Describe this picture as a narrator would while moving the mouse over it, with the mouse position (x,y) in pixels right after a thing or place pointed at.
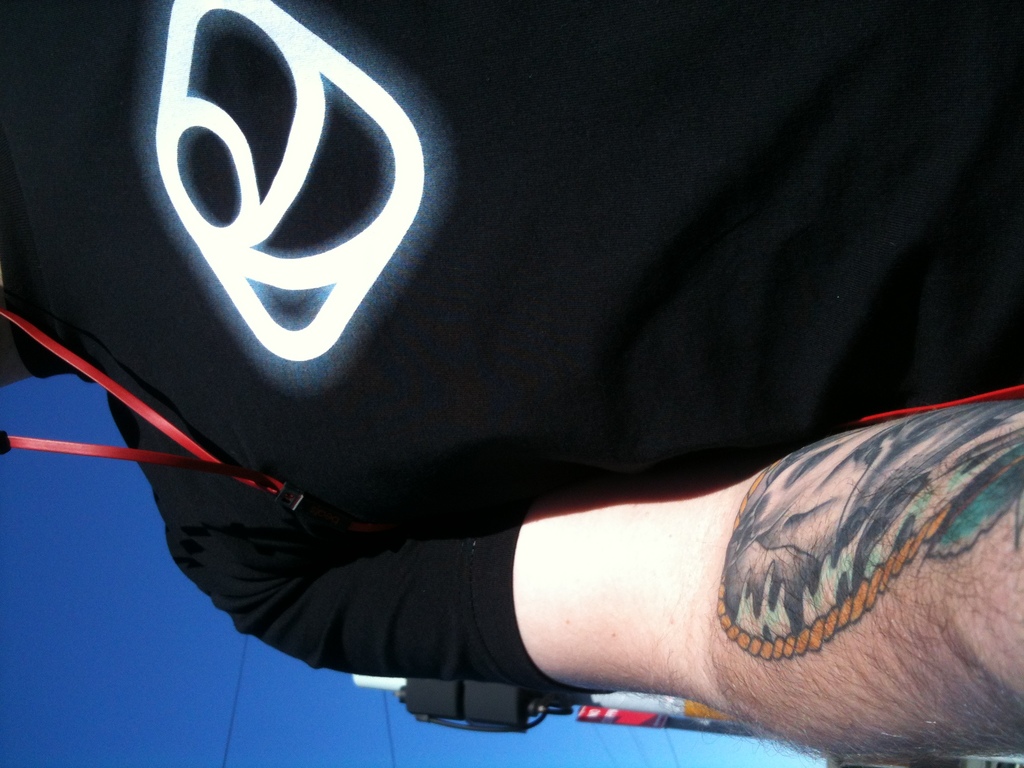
At the top of this image (365,122), there is a person (589,163) in a black color T-shirt (661,157). In the background (168,738), there are cables (518,726) and there is the blue sky (202,684).
